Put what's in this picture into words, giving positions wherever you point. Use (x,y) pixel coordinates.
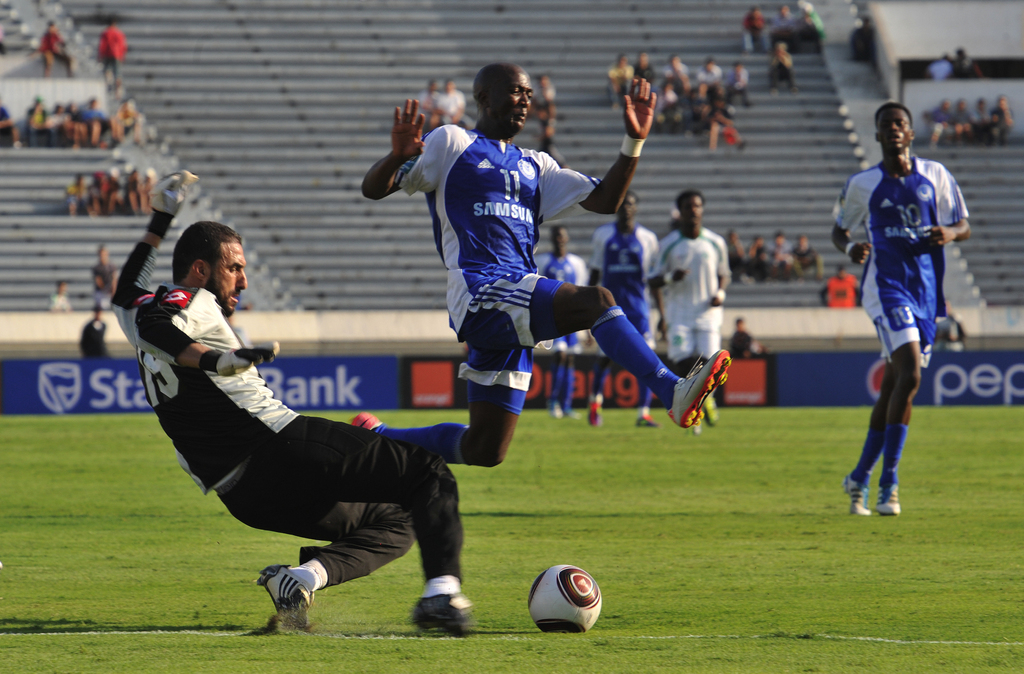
In the foreground (562,169) I can see a group of people (476,295) are playing a football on the ground (501,478). In the background (810,395) I can see a fence (313,339), boards (279,359), seats (324,300) and a crowd (552,108). This image is taken during a day on the ground (202,518).
